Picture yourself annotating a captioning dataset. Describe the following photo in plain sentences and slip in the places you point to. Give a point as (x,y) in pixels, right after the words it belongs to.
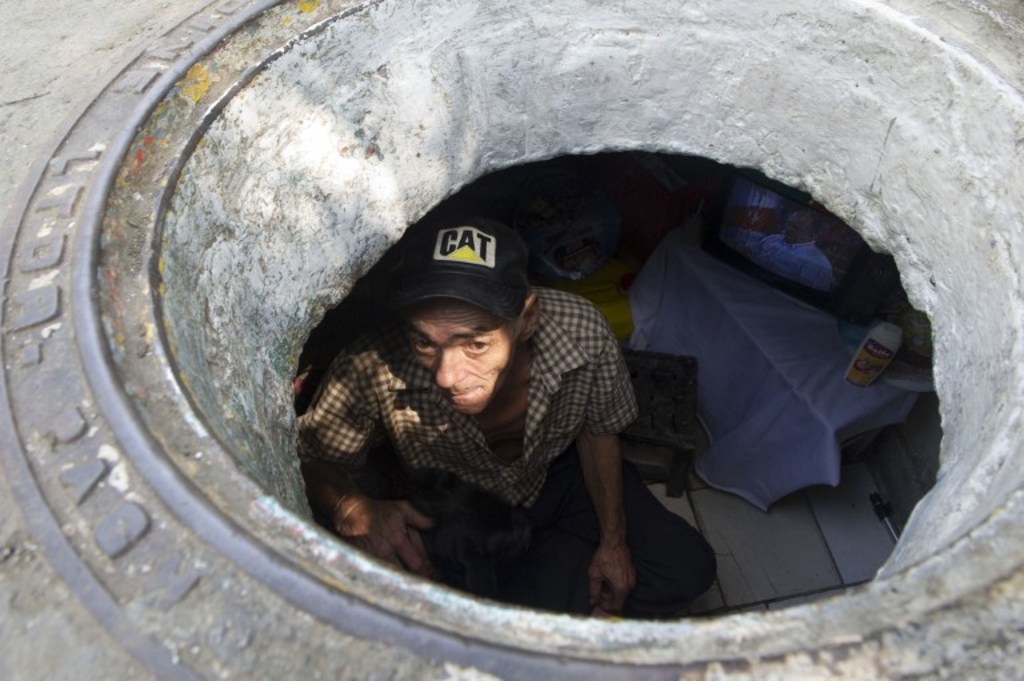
In this picture we can see a man (476,380) sitting, he wore a cap (482,298), on the right side (780,337) there is a table (829,348), we can see a television (809,282) and a cloth (794,336) on the table (794,337), it is looking like a manhole (130,101).
